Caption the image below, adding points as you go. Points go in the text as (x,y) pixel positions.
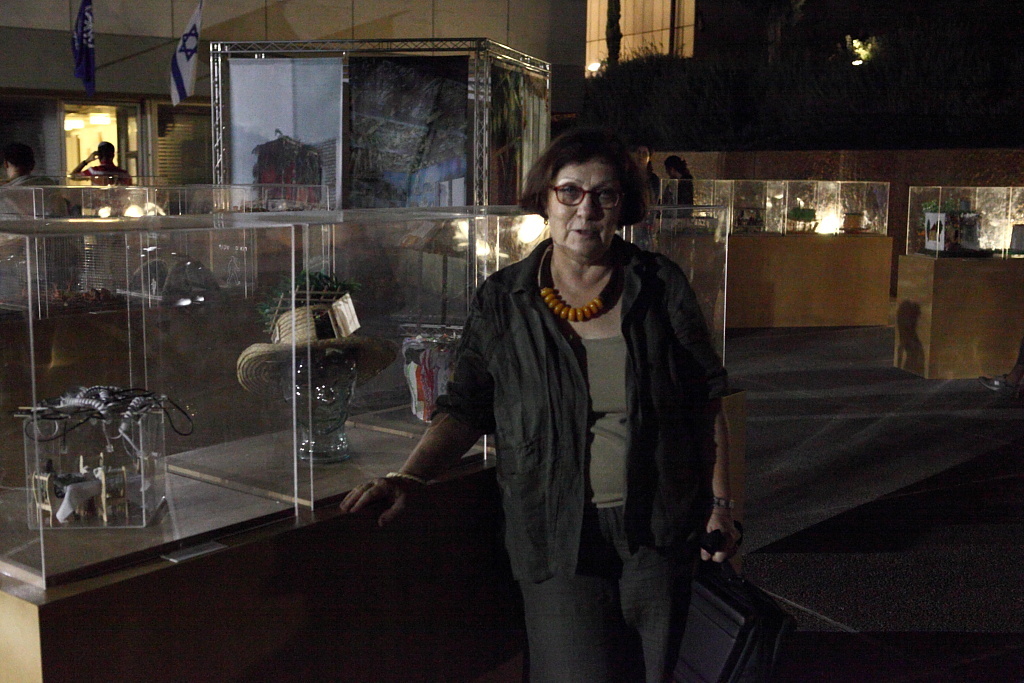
In the middle of the image (547,362) there is a lady (682,384) with spectacles (572,195) is standing and holding a bag (736,646) in the hand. Behind her there is a table (238,525) with glass boxes (405,305). In the middle of the box (377,374) there is a crystal object (301,389) with a hat (295,334) on it. In the background (1008,232) there are few tables (758,235) with glass boxes (777,220) and inside them there are a few things (937,234). And also there are poster (463,122) and few people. And also there is a building (198,75) with walls (365,1), windows (118,155) and glass doors (76,130).
